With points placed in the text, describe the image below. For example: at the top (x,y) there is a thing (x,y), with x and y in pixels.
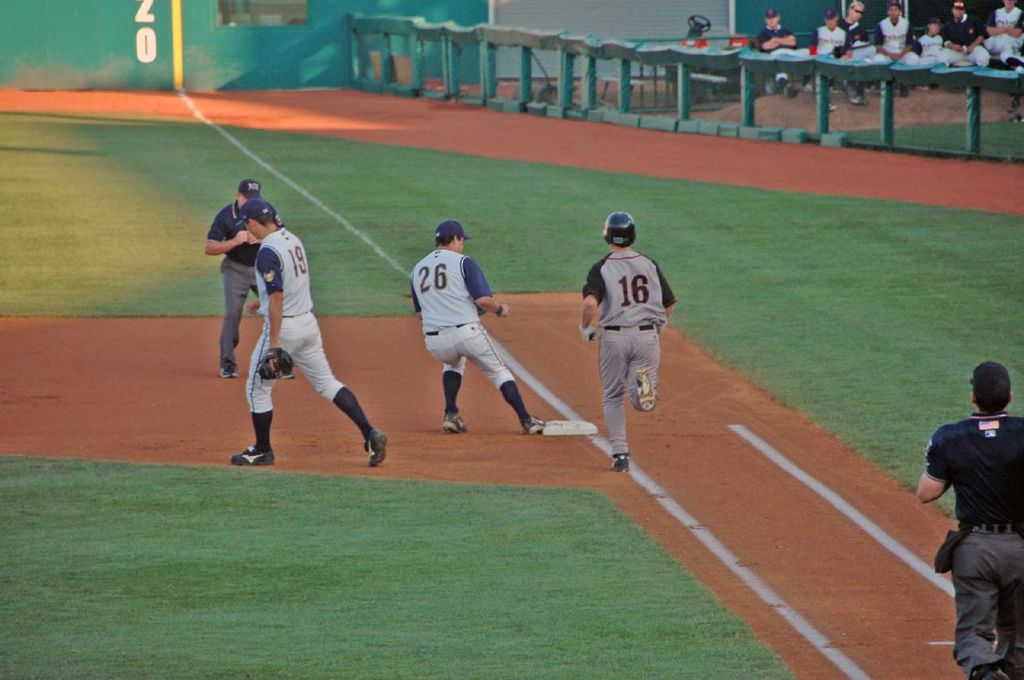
In this picture I can observe baseball players (273,259) in the ground (432,422). Some of them are wearing gloves (284,358). One of them is wearing a helmet (610,233) on his head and the remaining players (320,366) are wearing caps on their heads (245,197). In the background (716,75) I can observe a railing (688,67). Behind the railing (676,62) there are some people (834,32) sitting in the chairs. In the background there is a green color wall (257,45).
